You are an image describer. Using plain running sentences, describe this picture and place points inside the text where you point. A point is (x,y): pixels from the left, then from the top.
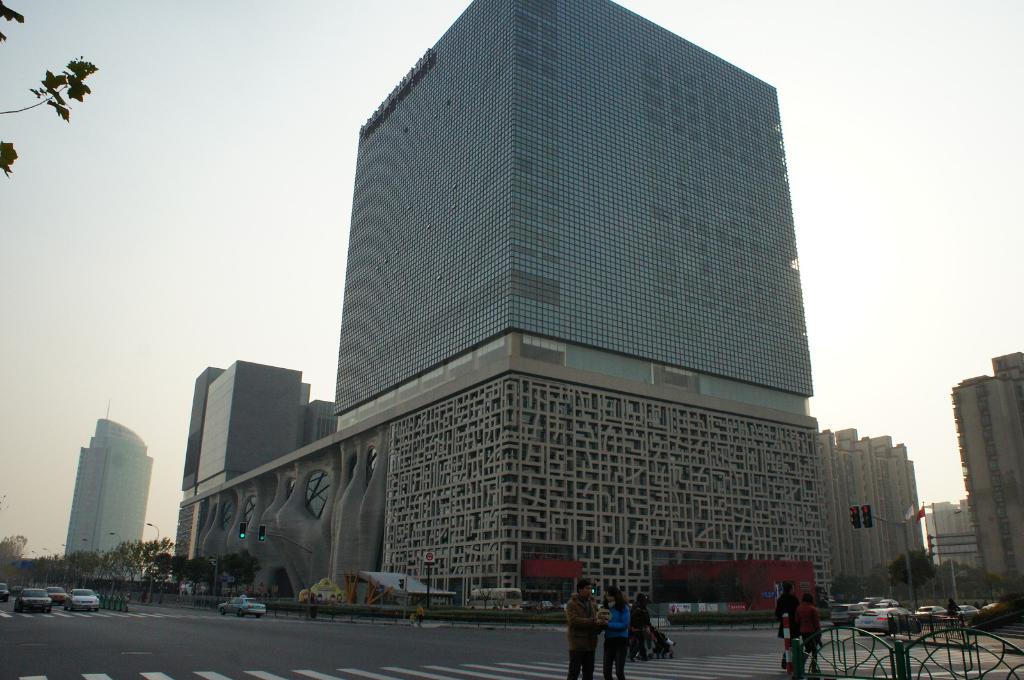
In this image there are vehicles (26,602) on the road (124,627). Bottom of the image (639,647) there are people (625,647). A person (637,633) is holding a baby trolley (658,651). Few people (817,645) are walking on the road (823,638). Right bottom there is a fence (892,646). There are street lights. Left side there is a pole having street lights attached to it. Behind there are flags (924,514) attached to the poles (933,523). Background (952,524) there are trees (139,558) and buildings (426,503). Top of the image (324,170) there is sky (326,220). Left top there are branches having leaves (89,87).
